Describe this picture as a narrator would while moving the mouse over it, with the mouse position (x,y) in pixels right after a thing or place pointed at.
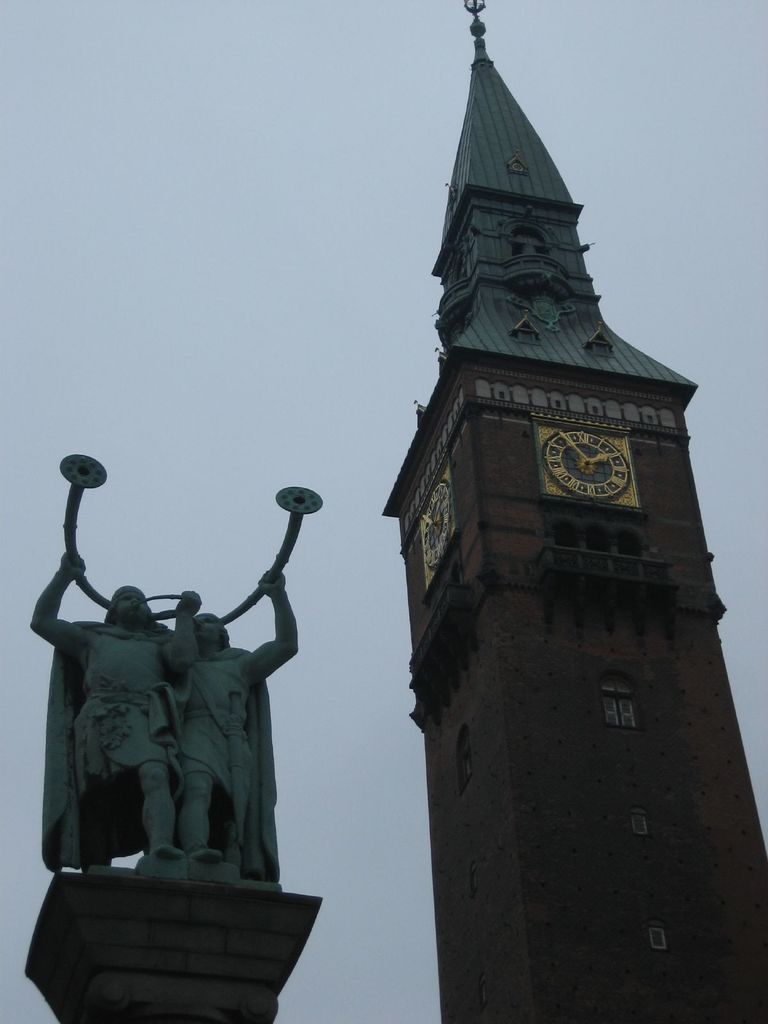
This picture is clicked outside. On the right (573,338) we can see the spire (561,549) and we can see the clocks (564,472) hanging on the walls (640,473) of the spire (578,693) and we can see the windows (627,707) and the deck rails (561,571) of the spire (531,702). On the left (152,733) we can see the sculptures (149,690) of two persons (165,658) holding some objects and standing. In the background (278,167) we can see the sky (285,169).
